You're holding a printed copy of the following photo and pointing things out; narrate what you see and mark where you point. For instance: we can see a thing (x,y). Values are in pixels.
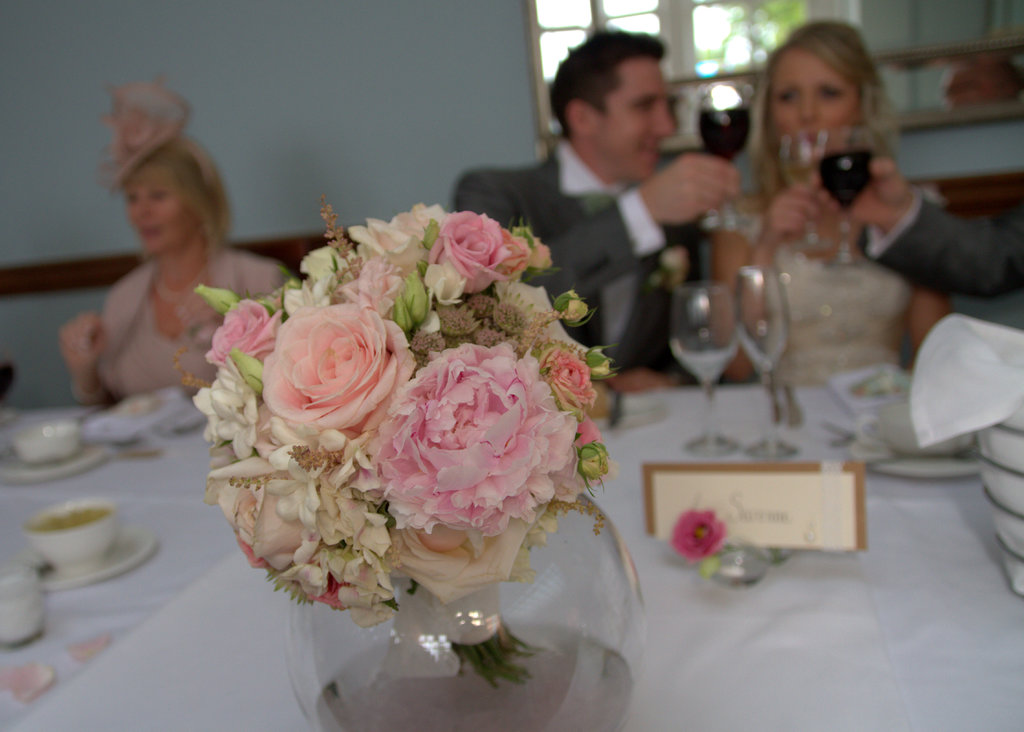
In this picture there are flowers (558,420) kept on the table (827,636) and they are person (821,277) sitting there is food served in the plates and there are some wine glasses (723,319).
